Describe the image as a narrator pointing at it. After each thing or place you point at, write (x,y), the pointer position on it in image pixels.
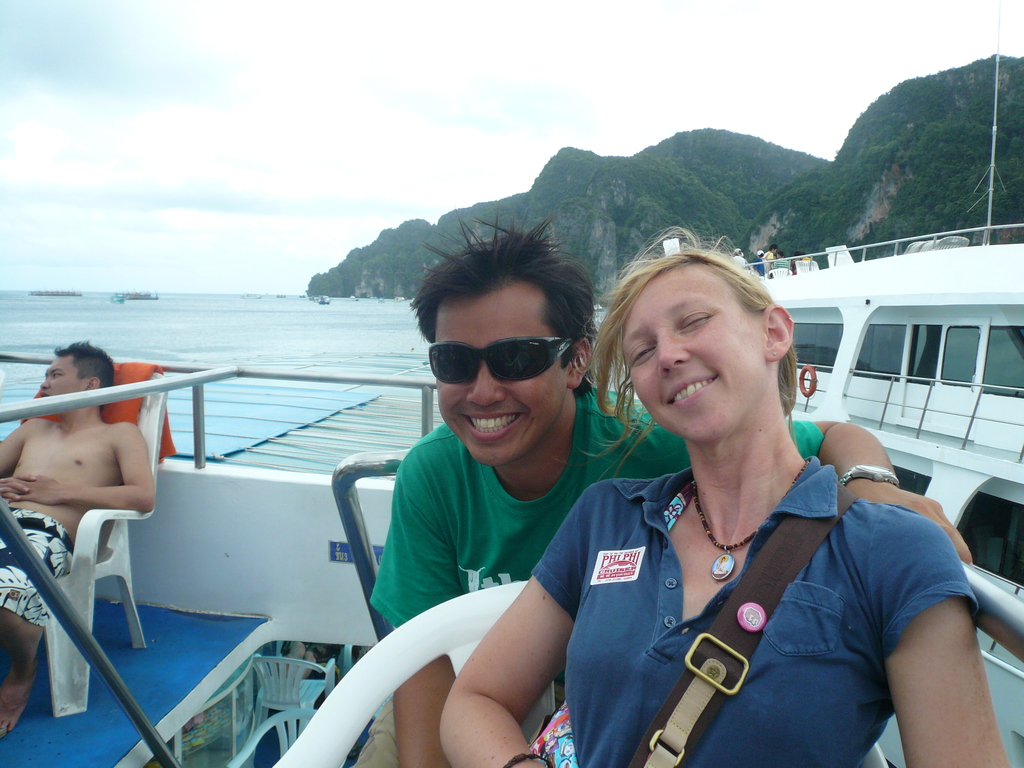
In this picture there are two persons (597,620) sitting in the boat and there is another person (61,501) sitting in the left corner (60,556) and there is another boat (912,326) where few persons (781,264) are sitting on it in the right corner (928,399) and there are mountains (644,202) and water (268,312) in the background (610,197).
